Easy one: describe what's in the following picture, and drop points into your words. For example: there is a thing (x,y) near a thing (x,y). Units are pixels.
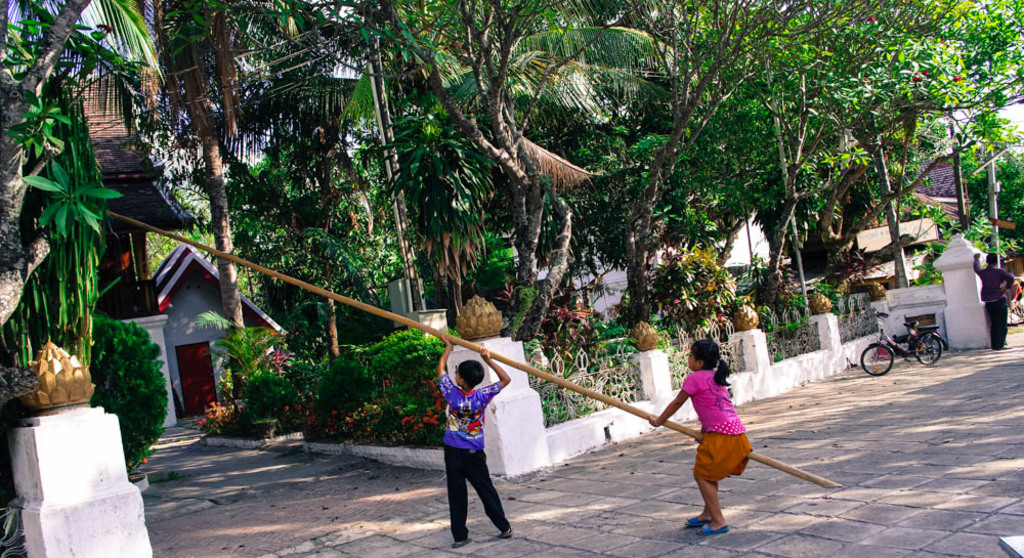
In this image there are huts (155,181) and trees (169,97) in the left corner (151,199). There are people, a wooden stick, trees (635,257), metal fencing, in the foreground (721,398). There is a road (175,519) at the bottom (790,490). There is a person (997,266), huts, trees (912,125), bicycle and poles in the right corner (904,218). And there is a sky (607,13) at the top (962,125).
